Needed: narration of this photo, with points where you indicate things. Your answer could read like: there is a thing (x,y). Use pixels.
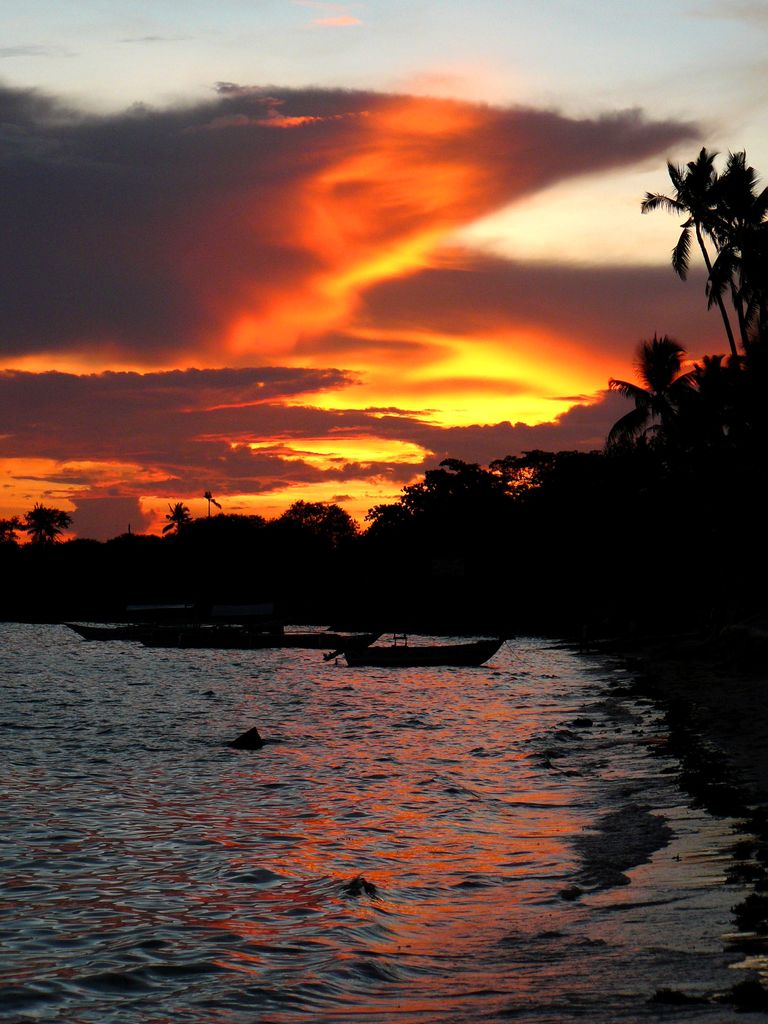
In this image we can see boats (428,648) on the water (334,728). Behind the water (283,719) we can see a group of trees (417,511). At the top (213,218) we can see the sky (271,386).
